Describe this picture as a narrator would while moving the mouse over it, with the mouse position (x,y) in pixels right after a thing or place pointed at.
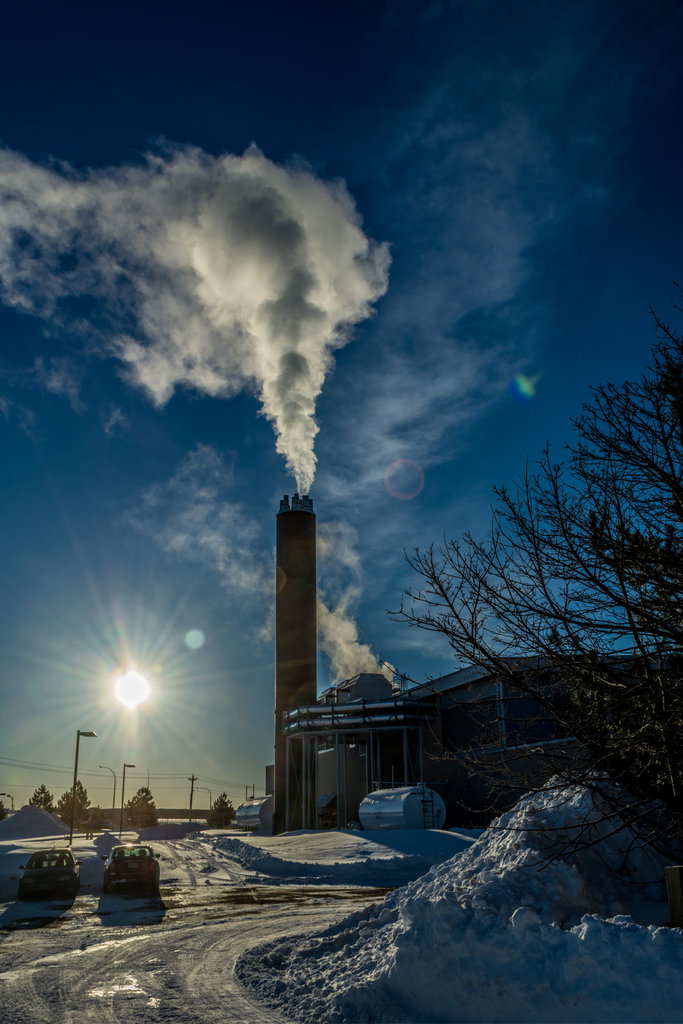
In this image I can see a road (240,922) on the left side (161,943) and a tree (658,556) on the right side (506,535). In the background (503,792) I can see two vehicles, a building (484,781), few poles (73,790), few trees (67,796), the sun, clouds (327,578) and the sky (432,247). On the top side of the image (320,189) I can see the smoke (308,362) and I can also see snow (74,851) on the ground (294,954).
